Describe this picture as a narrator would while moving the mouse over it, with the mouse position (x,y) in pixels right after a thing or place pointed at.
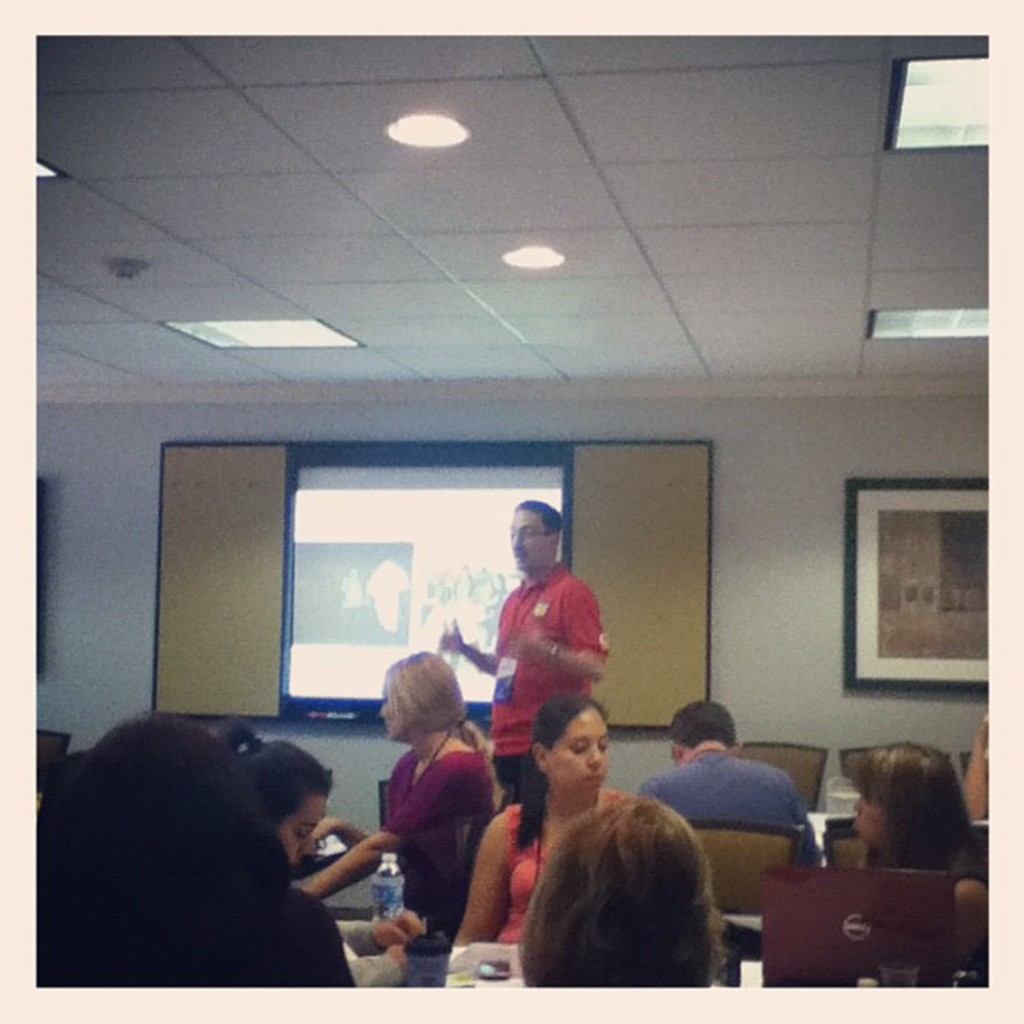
In this picture we can see there is a group of people (353,950) sitting and a person (499,732) is standing. In front of the people (713,905), there is a laptop (818,982) and a bottle (398,875). Behind the people (543,747), there is a photo frame (862,590), projector screen (408,598), board (631,587) and the wall (719,549). At the top of the image (890,331), there are ceiling lights (908,322).
